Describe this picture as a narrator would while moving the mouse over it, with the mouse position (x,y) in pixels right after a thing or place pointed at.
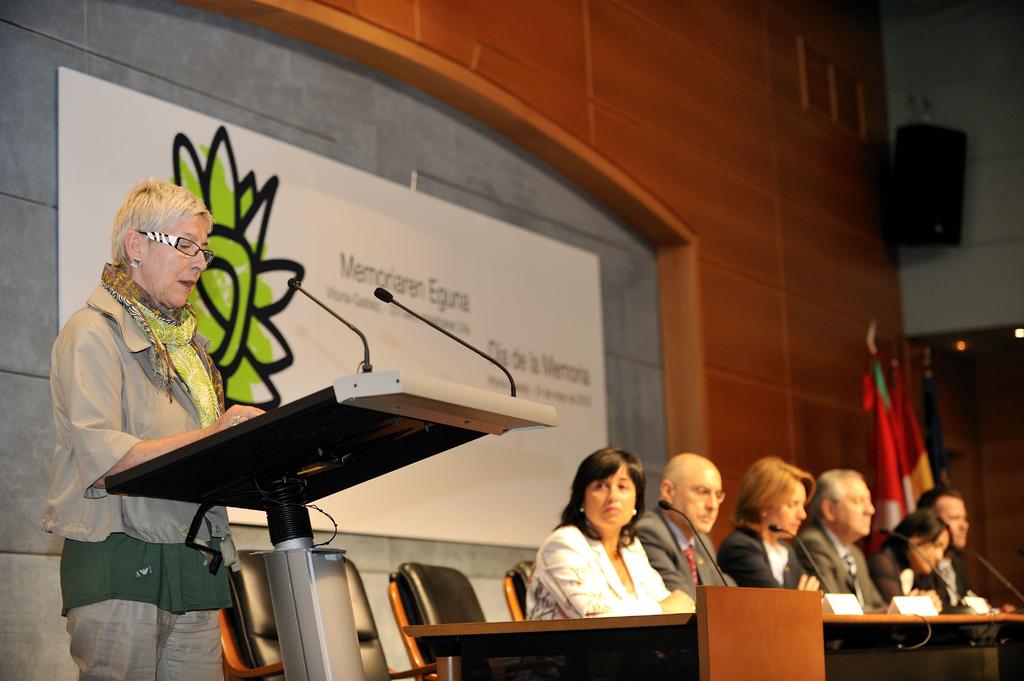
In this image I can see number of people (184,357) where in the front (162,184) one is standing and in the background (540,592) rest all are sitting on chairs (465,600). I can also see a podium (299,641) and few mics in the front (354,396). On the right side of this image (928,634) I can see a table (681,620) and on it I can see few boards (930,606) and few more mics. I can also see a flag (897,514) and a speaker (899,193) on the right side of this image (906,156). In the background (70,193) I can see a white colour board (470,476) and on it I can see something is written.
